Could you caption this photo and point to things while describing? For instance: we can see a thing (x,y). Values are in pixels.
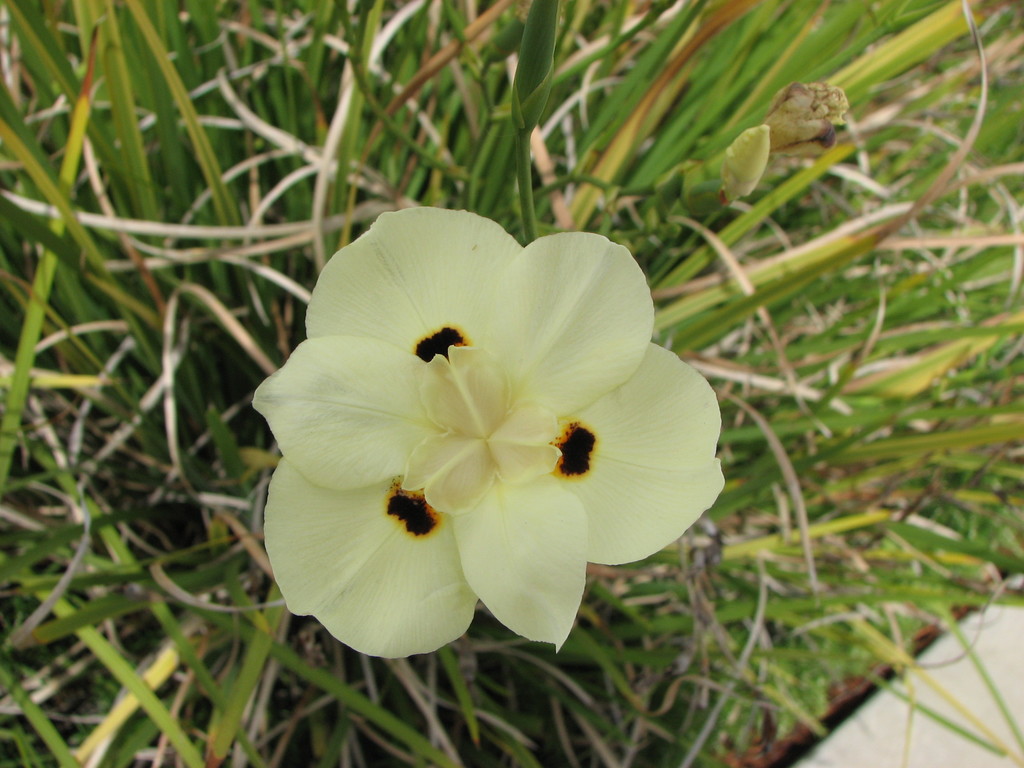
In this image I can see the grass (103,285) along with a flower (324,375) which is in yellow color. On the flower (386,491) I can see black color marks (427,351).
